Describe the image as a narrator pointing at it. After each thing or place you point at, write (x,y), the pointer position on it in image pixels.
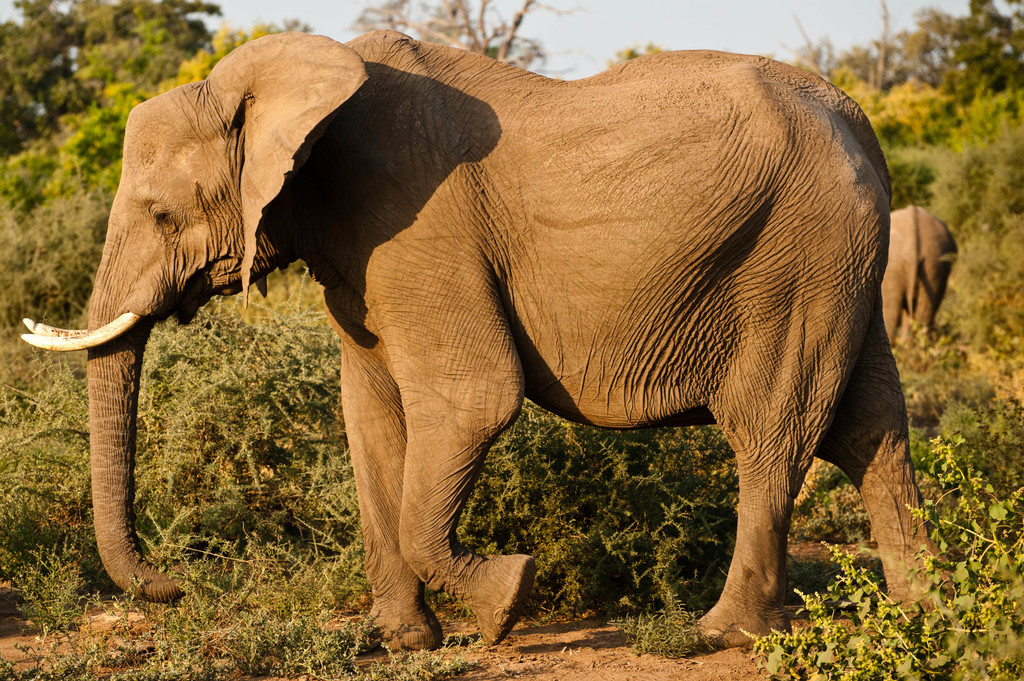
In this image there are elephants (804,284). In the background (154,44) there are trees (170,46) and sky (573,55).
